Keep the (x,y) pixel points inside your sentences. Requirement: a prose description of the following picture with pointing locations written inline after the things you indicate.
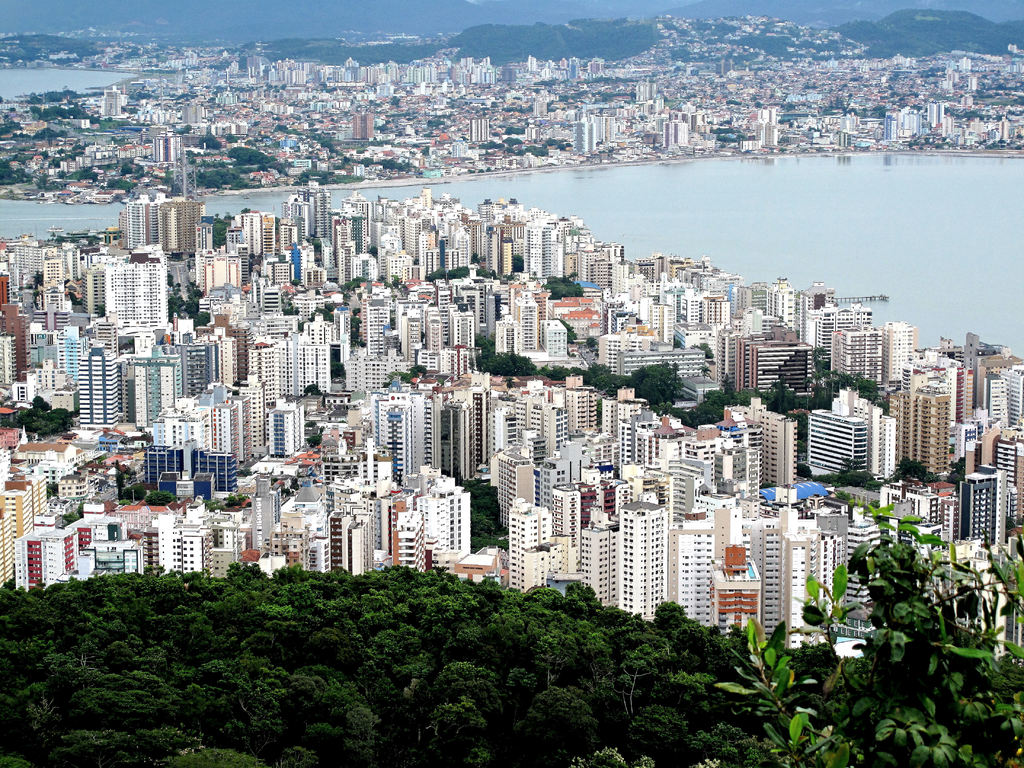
In this picture there are trees (83,686) at the bottom side of the image (264,668) and there are skyscrapers (614,275) and trees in the image, there is water (771,262) in the image.
